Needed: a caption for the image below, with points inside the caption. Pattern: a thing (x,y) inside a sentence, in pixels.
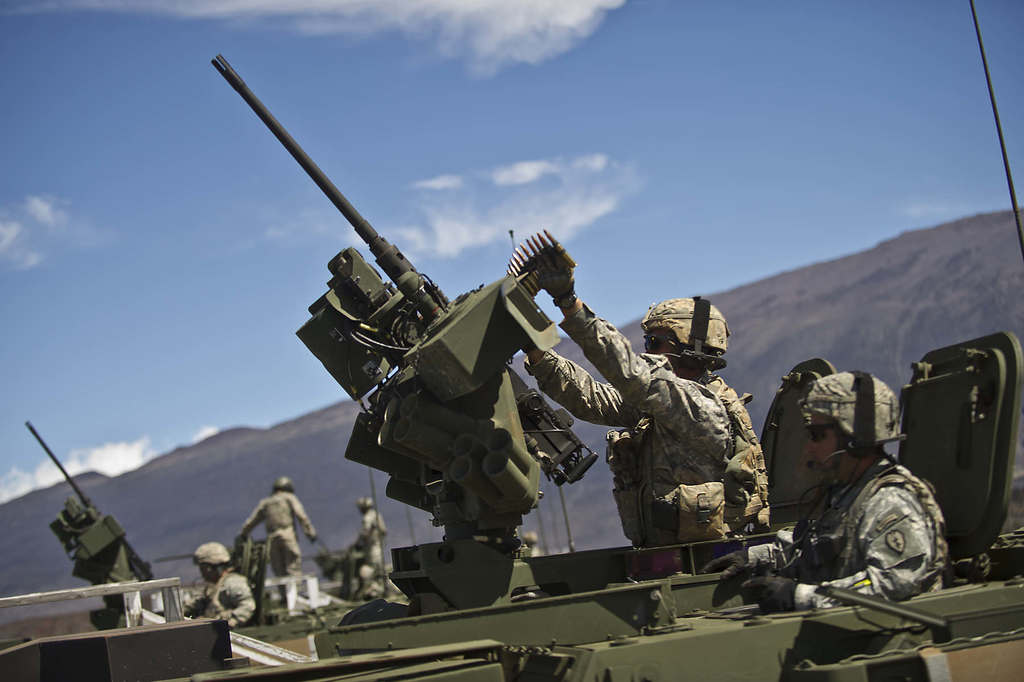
In the picture we can see group of persons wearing camouflage dress (919,589) sitting in armored vehicles (745,647) and in the background of the picture (99,481) there is mountain (143,494) and top of the picture (478,161) there is clear sky (306,88).
